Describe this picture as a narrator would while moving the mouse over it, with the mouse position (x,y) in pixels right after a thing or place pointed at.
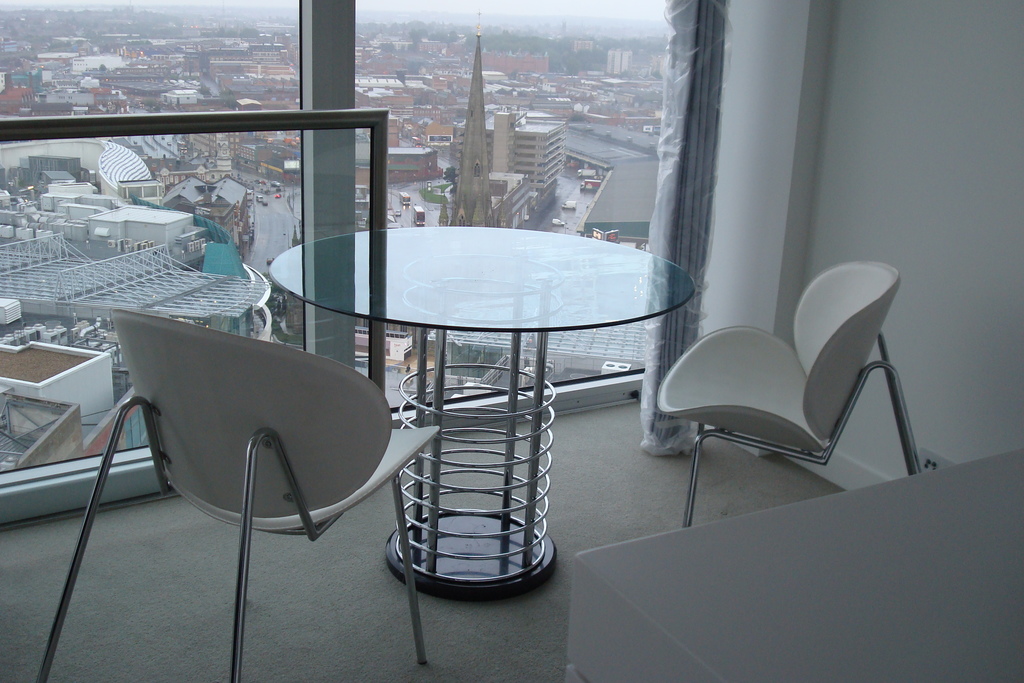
In this picture we can see inside view of the small room (273,601). In the front (403,401) we can see the center table (541,371) and two white chairs (312,433). Behind there is a glass window (625,80) and some buildings (239,272) are seen in the background (234,225).
